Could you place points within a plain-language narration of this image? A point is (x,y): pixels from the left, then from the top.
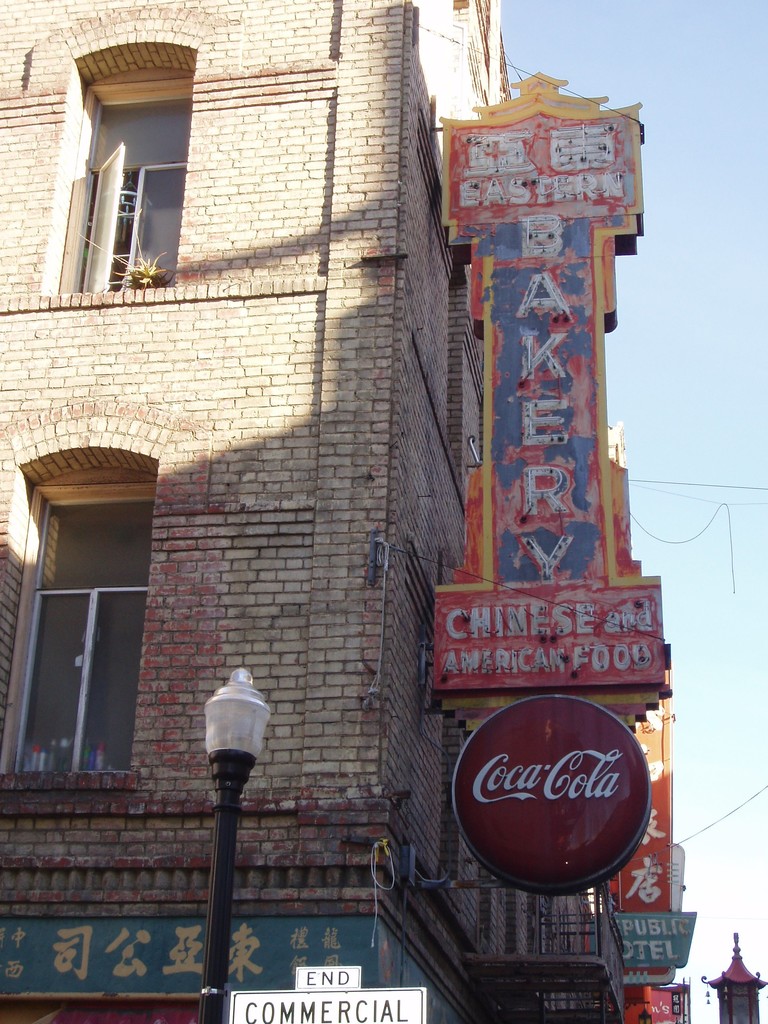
In this picture there is a building (377,761). On the building (418,344) we can see windows (78,718), advertisement boards (565,711), posters (668,934) and banners (558,548). At the bottom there is a street light (225,875). On the right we can see the electric wires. In the top right (720,180) there is a sky (720,239).
